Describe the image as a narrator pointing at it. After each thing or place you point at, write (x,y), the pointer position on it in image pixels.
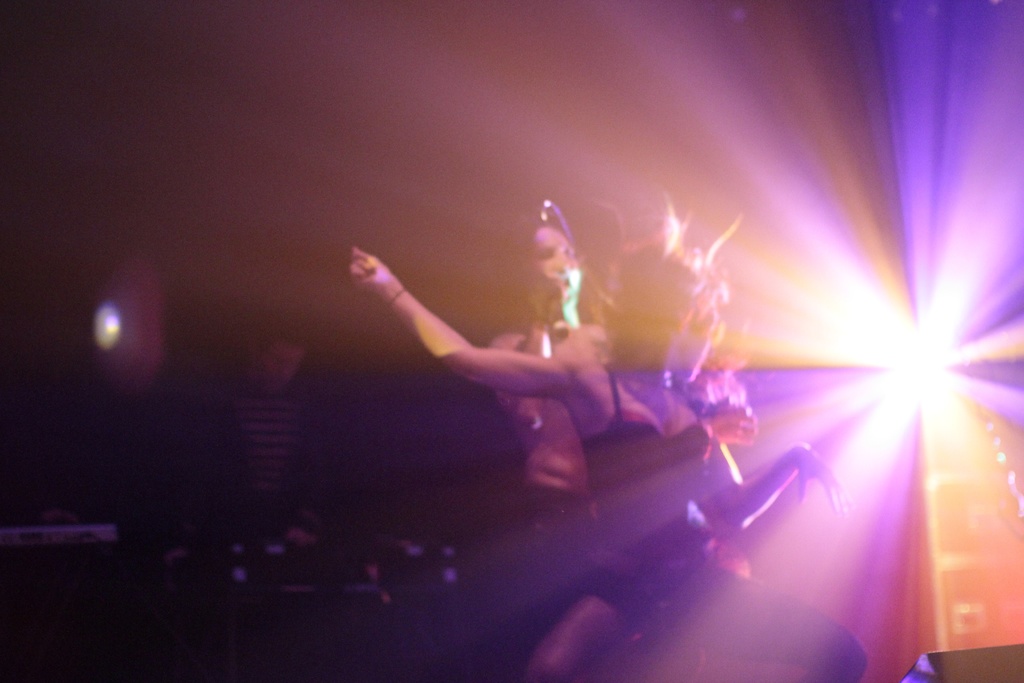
Here in this picture we can see a couple (608,381) dancing on the floor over there and the person (561,348) is singing song with headset microphone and on the right side (992,320) we can see disco lights (921,392) present over there, on the left side (267,493) we can see a person (296,448) managing the music system (273,556) present over there.
